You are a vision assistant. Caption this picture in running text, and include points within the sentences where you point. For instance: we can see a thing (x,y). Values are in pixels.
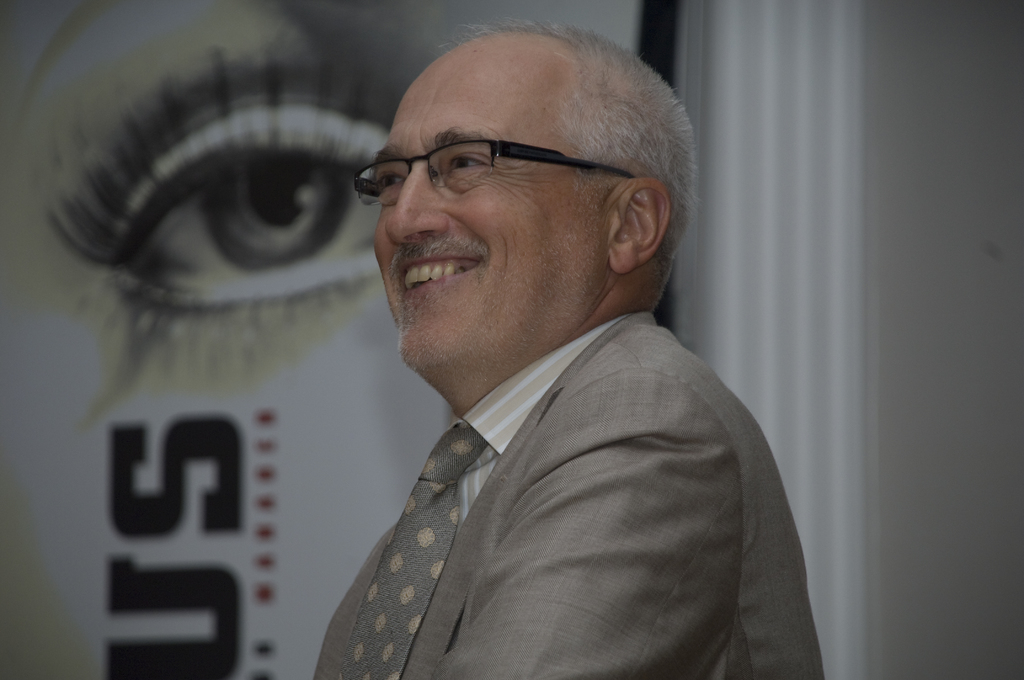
In this image we can see a man (606,225). On the backside (381,361) we can see the picture of an eye (274,136) and some text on a wall (353,375).
